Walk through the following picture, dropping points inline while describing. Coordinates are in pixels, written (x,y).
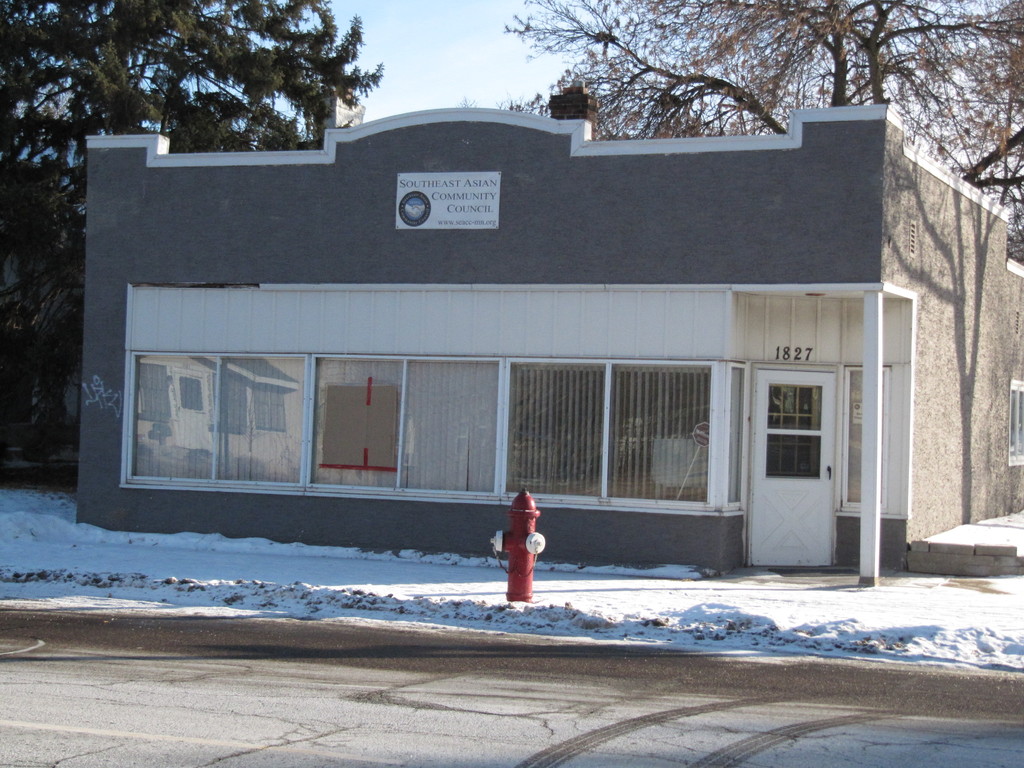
In this picture we can see small house (476,334) with glass windows (645,400). In the front (676,647) we can see some snow (469,573) and red color fire hydrant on the ground (577,623). In the background (316,41) there is some trees (43,125).
